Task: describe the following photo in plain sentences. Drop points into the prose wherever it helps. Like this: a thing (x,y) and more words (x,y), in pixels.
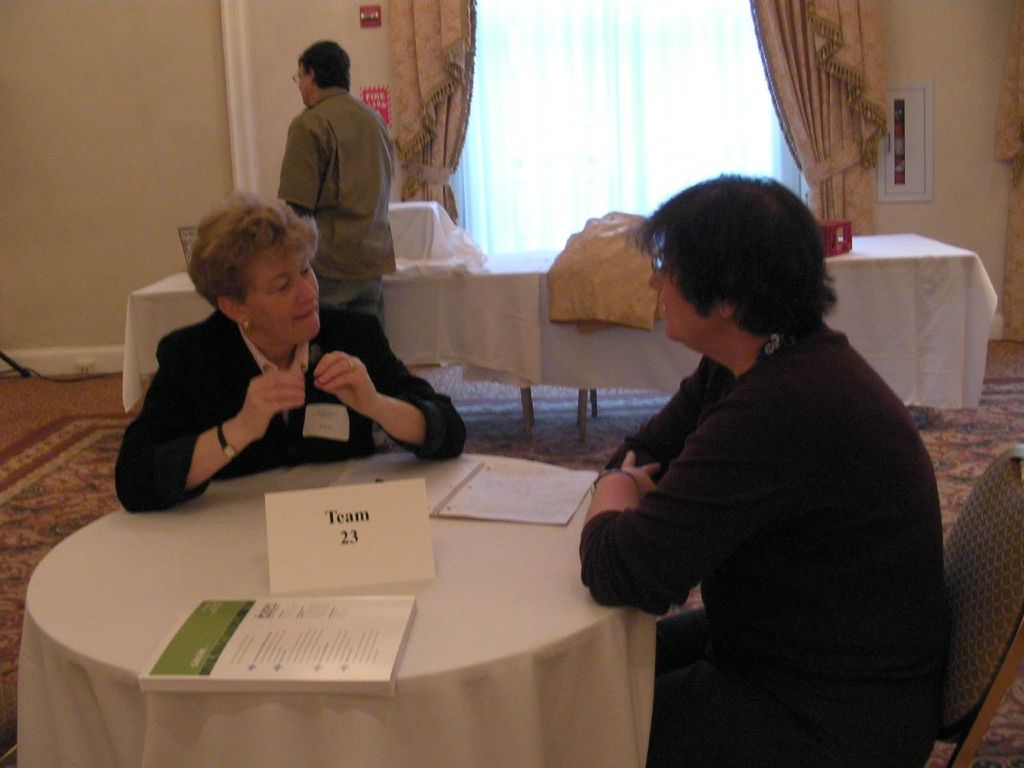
In this picture we can see two women (286,331) sitting on chair (989,527) and talking to each other and in front of them there is table (278,499) and on table (171,600) we can see cloth (235,497), paper (497,513), book (273,598), name board (290,547) and at back of them person (362,116) standing and in background (215,130) we can see wall (371,77), curtain (707,63).
